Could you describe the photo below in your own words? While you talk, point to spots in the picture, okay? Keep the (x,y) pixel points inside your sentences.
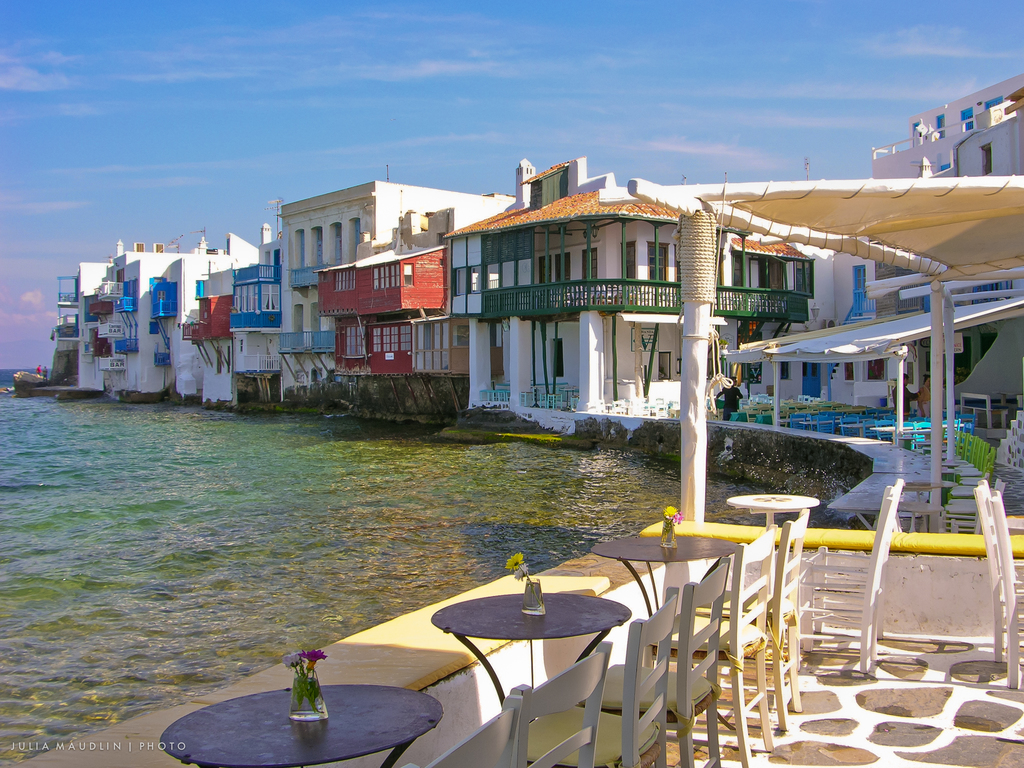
In this image there is a sea (199,446) beside the sea (432,457) there are tables (360,703), chairs (830,568), in the background (179,277) there are houses (541,246) and the sky (799,21).
